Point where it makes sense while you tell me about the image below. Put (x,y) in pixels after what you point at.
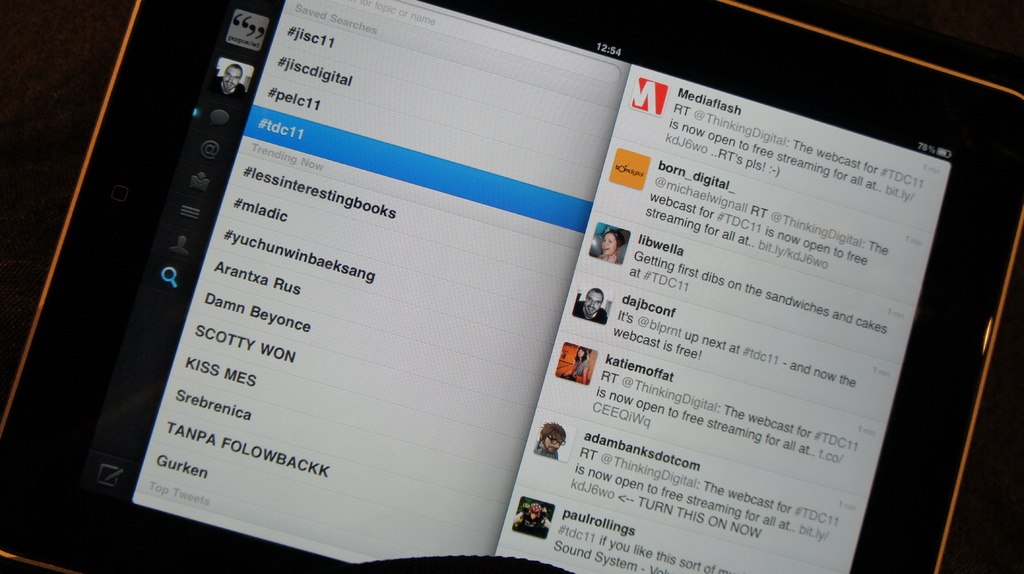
In this image, we can see an electronic gadget (493,200). On the screen (498,139), we can see some pictures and text (638,549) written on it.
